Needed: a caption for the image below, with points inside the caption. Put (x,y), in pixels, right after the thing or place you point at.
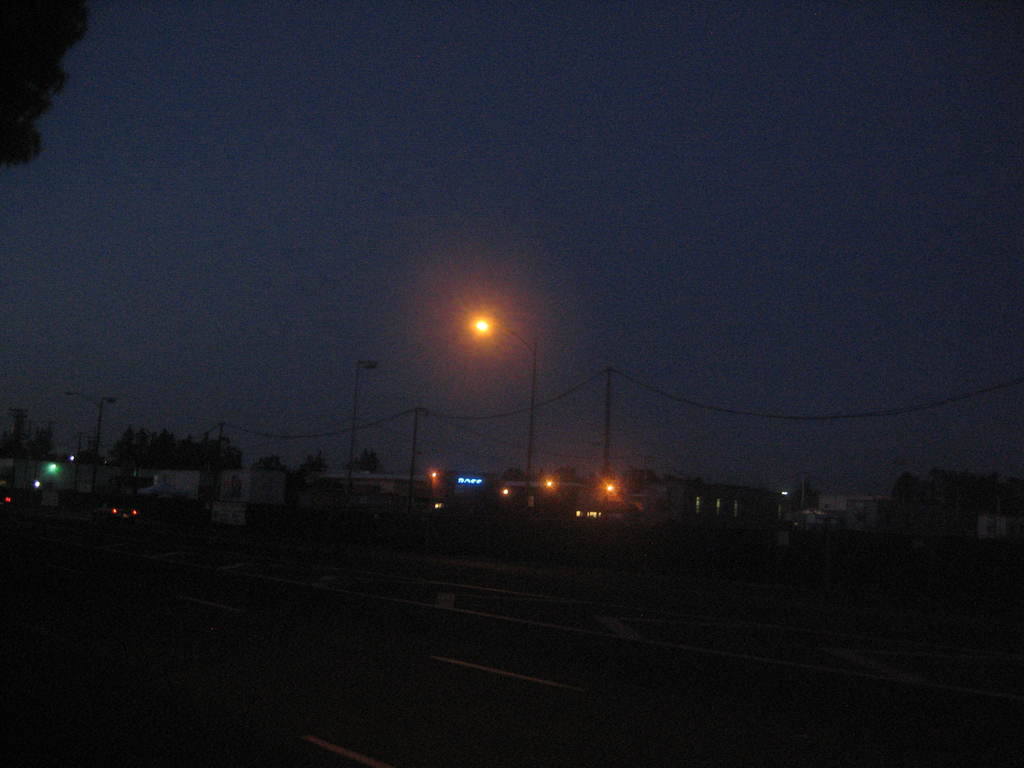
This picture is taken at the night time, there is a road (356,624) and there are some lights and poles (102,421), at the top (488,120) there is a sky (514,178).
